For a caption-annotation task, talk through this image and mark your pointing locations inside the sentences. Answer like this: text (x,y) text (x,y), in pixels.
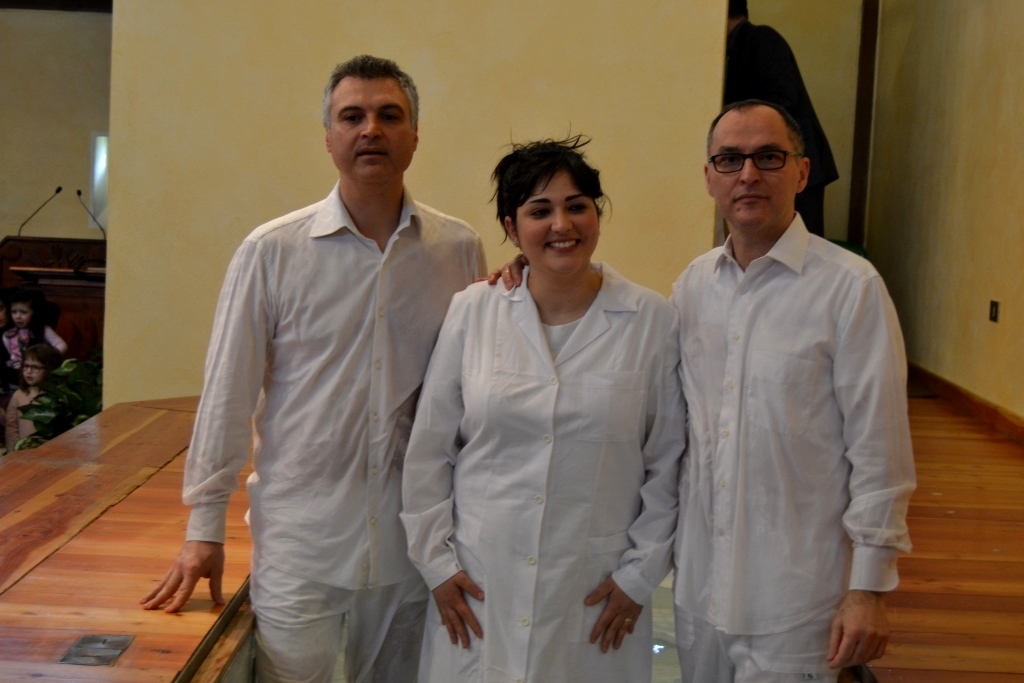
In this picture I can observe three members (516,338). Two of them are men (696,504) and one of them is a woman (477,360). She is smiling. All of them are wearing white color dresses (485,470). On the left side (148,532) I can observe a desk (115,536). In the background (193,97) there is a wall (372,53).
